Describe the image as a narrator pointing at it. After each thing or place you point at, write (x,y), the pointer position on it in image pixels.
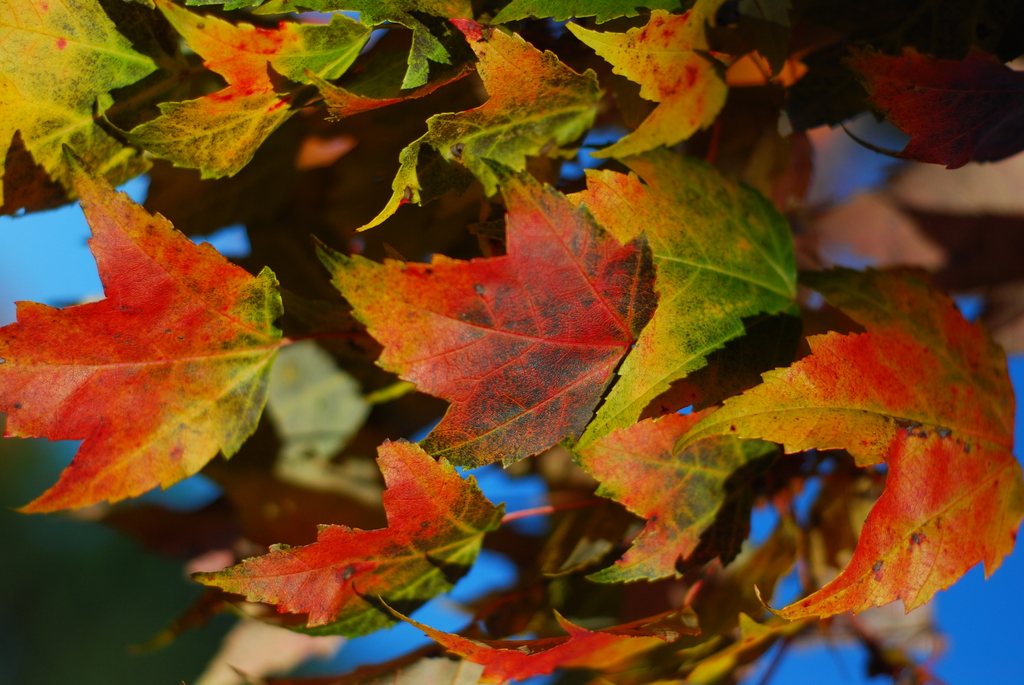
In this image, we can see some leaves (78,307).
